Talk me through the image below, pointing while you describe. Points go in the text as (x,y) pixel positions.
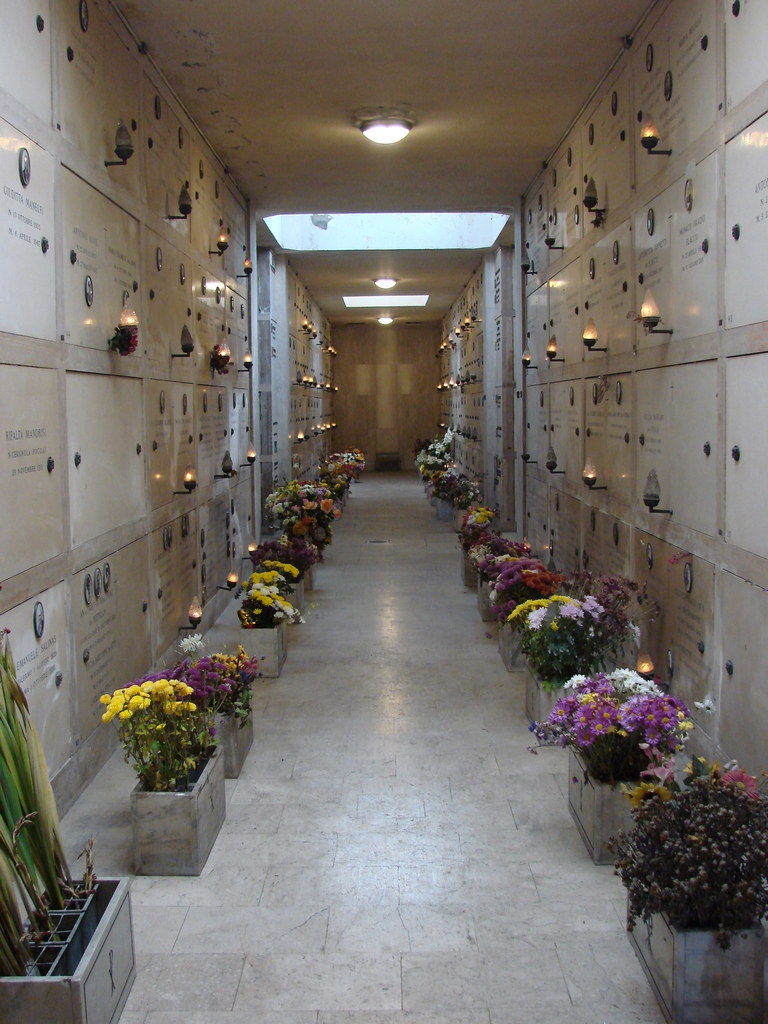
This image is clicked inside the building (293,375). It looks like a corridor (454,761). In which we can see many potted plants (185,868). On the left (156,535) and right, there are small boards (10,308) on the wall (742,333). And we can also see lights (185,330) on the wall (287,365). At the top (378,111), there is a roof (333,69). At the bottom (336,872), there is a floor (394,961).
